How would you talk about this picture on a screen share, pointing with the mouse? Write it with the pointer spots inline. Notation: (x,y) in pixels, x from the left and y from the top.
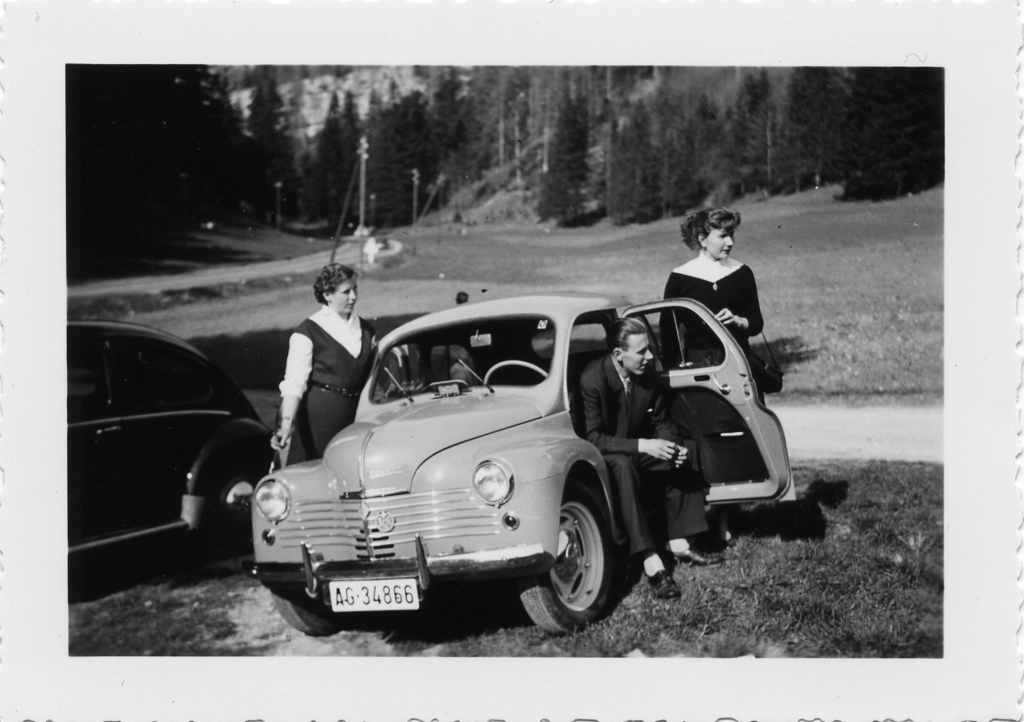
In this picture there is a guy (637,454) sitting inside a car (578,483) and two people (328,401) standing outside the car (673,341). There is a car (165,443) to the left of the image (190,461). In the background (210,161) there are many trees (395,152).
